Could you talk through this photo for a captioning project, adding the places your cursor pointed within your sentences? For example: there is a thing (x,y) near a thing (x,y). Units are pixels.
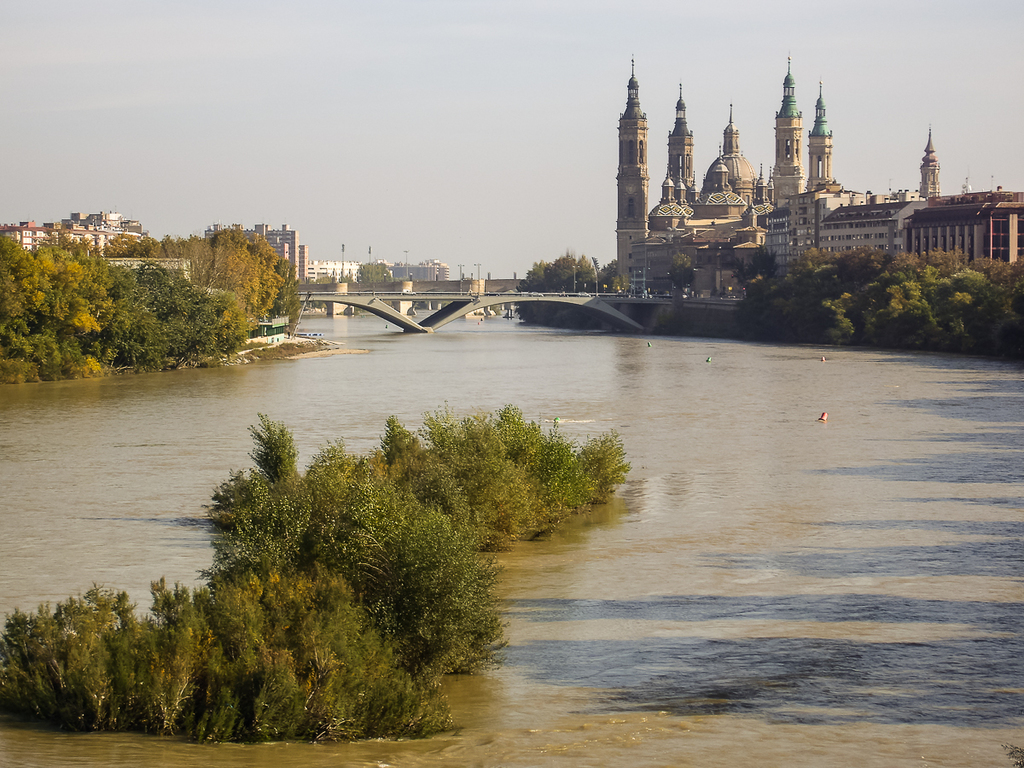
In this image I can see the trees (259,673) in green color, background (693,368) I can see the water (468,352), a bridge (526,300), buildings (1012,235) in white, cream and brown color, few poles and the sky (371,162) is in white color.
